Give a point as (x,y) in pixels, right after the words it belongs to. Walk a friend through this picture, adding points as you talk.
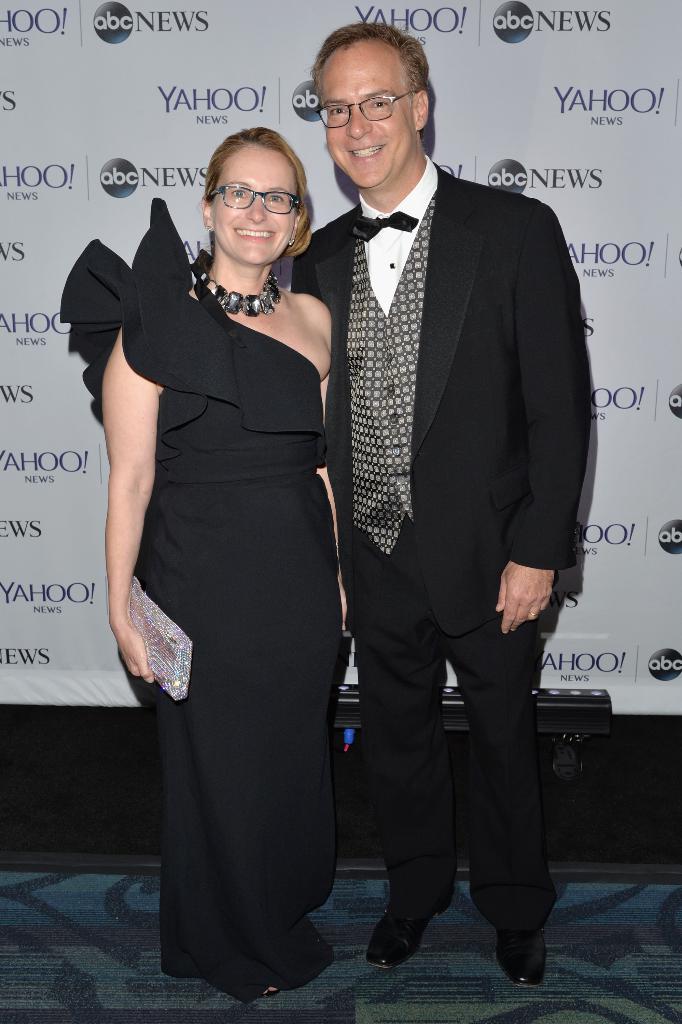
In this image we can see two people (431,570) standing, and they are wearing black dresses (307,634), lady (139,643) is wearing a necklace (272,298) and holding a purse (153,629), behind them there is a banner (289,132) with some text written on it.
